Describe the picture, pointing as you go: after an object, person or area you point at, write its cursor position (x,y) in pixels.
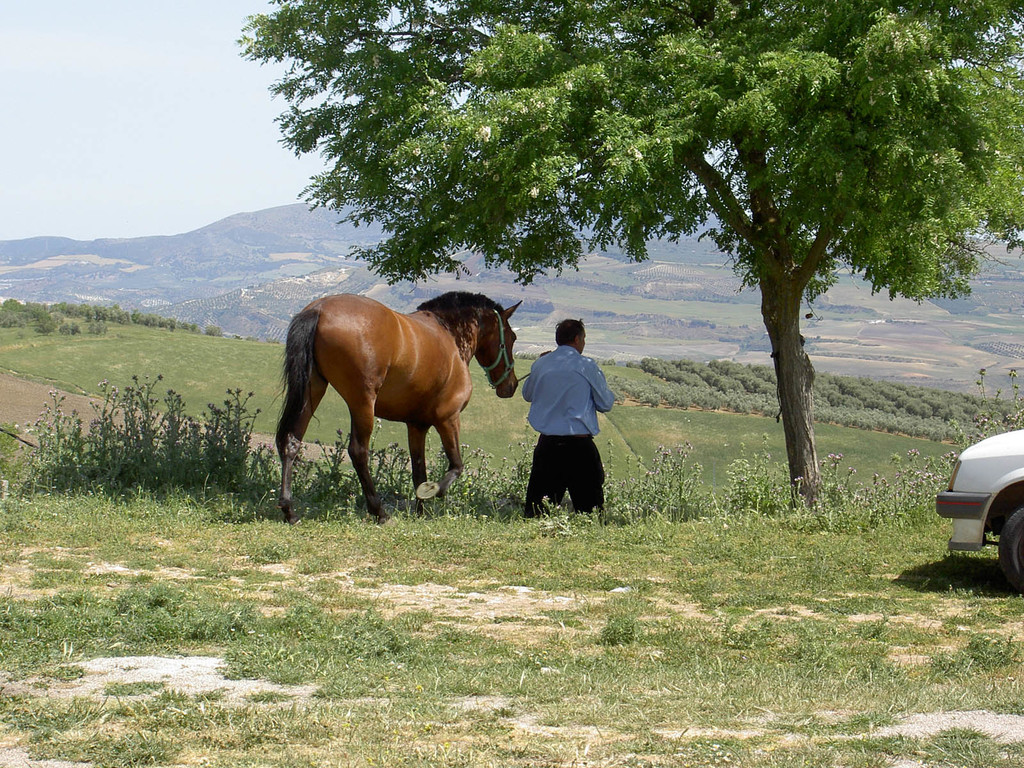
In the center of the image (566,422) there is a person (574,417), who is standing beside the horse (433,354) under the tree (760,184). On the right side (967,495) there is a white car (983,486). On the background (338,240) there is a mountain (188,310). Here it's a grass (171,361).
